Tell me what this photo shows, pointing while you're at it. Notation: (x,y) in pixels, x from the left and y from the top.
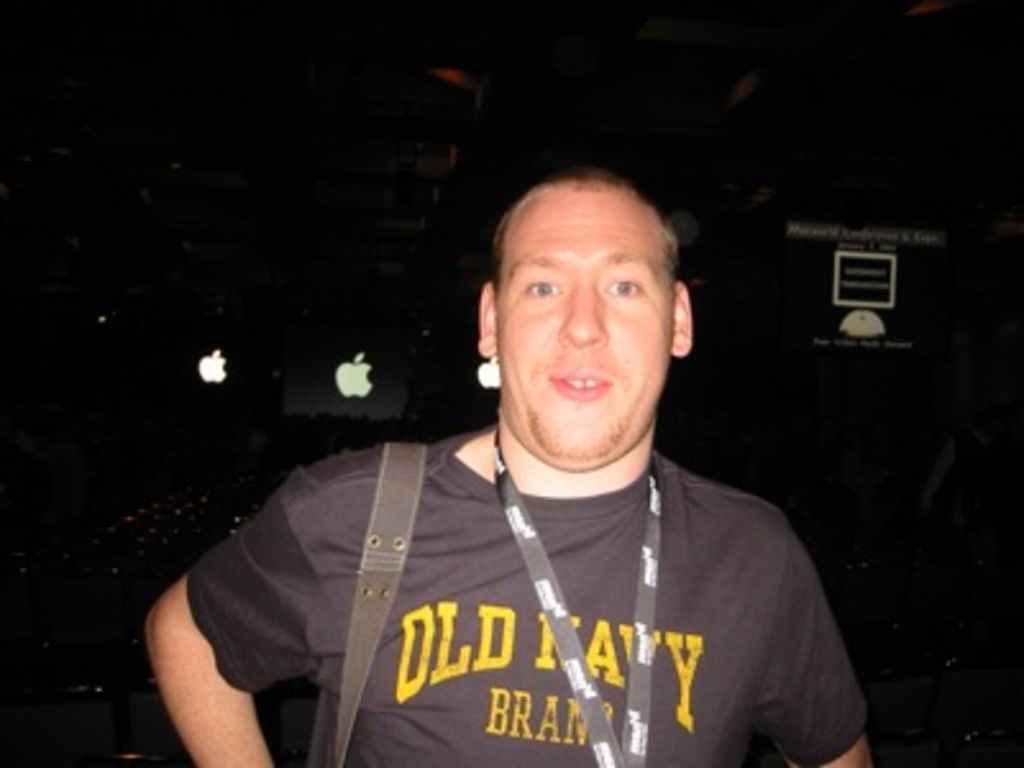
In the foreground of the image (197,585) there is a person (367,466) wearing an Id card (643,714) and bag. In the background of the image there is a banner (887,269) with some text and other objects (217,374).
